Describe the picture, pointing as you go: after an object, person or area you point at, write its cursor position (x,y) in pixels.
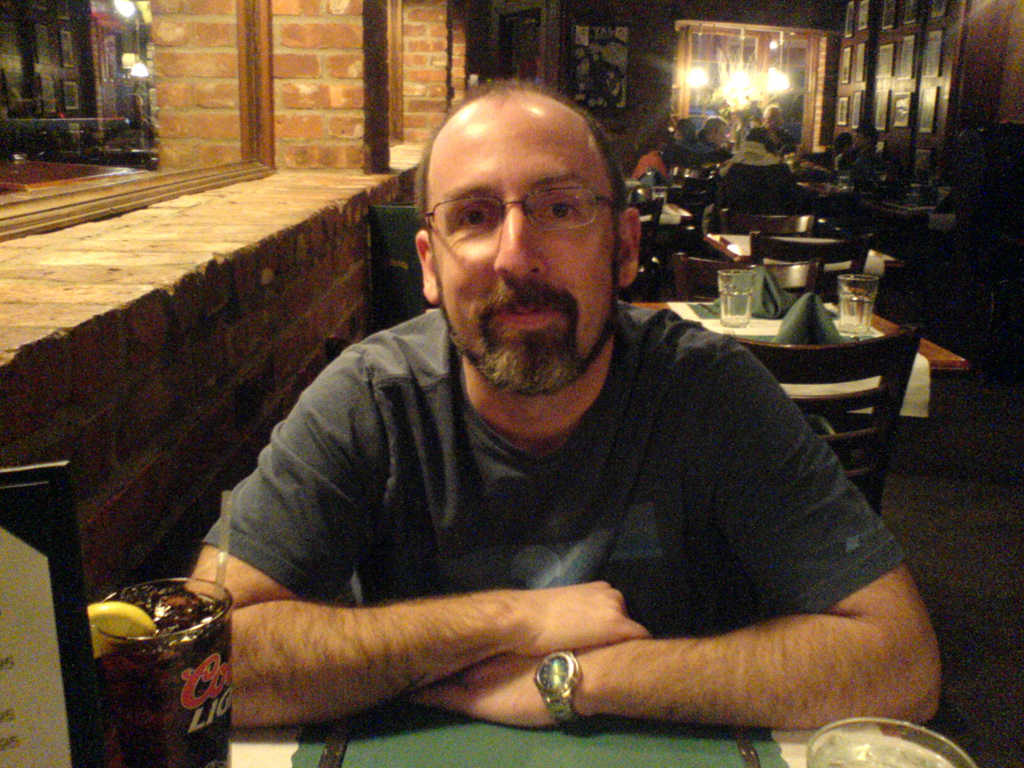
In this picture we can see a man (502,452) wearing spectacles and sitting on the chair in front of the table (580,756) on which there is a glass (111,616) and behind him there are some other tables (745,293) and chairs (780,263).
